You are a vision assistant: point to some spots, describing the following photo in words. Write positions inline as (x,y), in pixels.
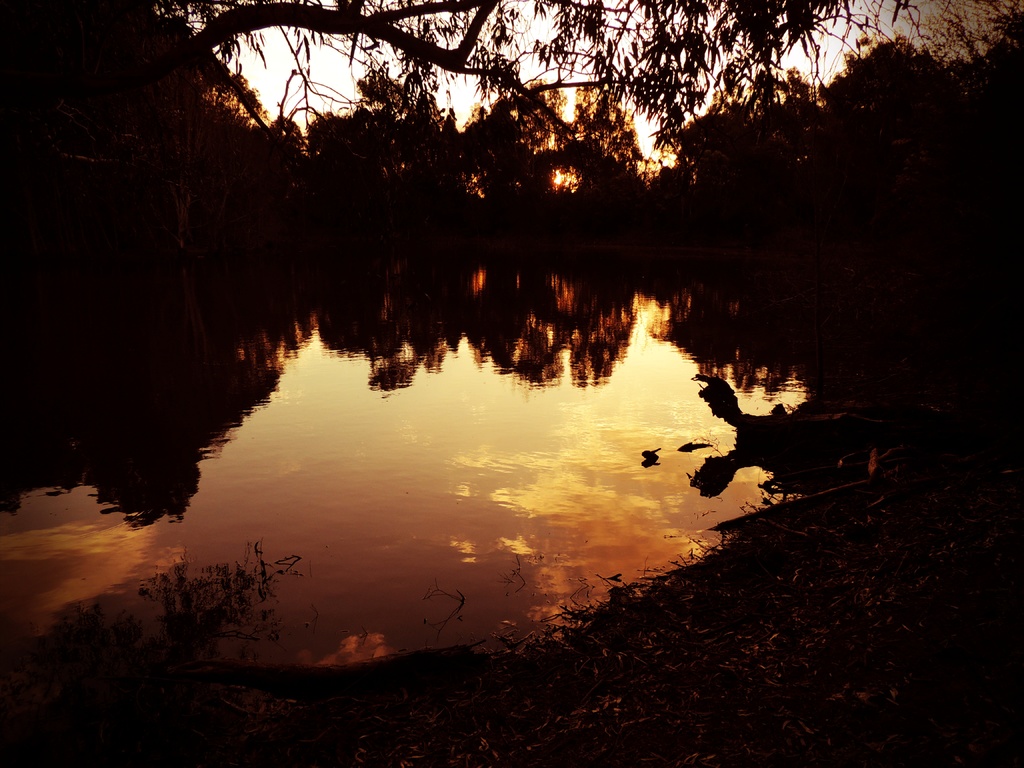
This picture is dark, we can see water (312,424), trees (489,87) and sky (832,74). On this water (405,502) we can see reflection (435,406) of trees (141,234) and sky (338,457) with clouds (530,456).
